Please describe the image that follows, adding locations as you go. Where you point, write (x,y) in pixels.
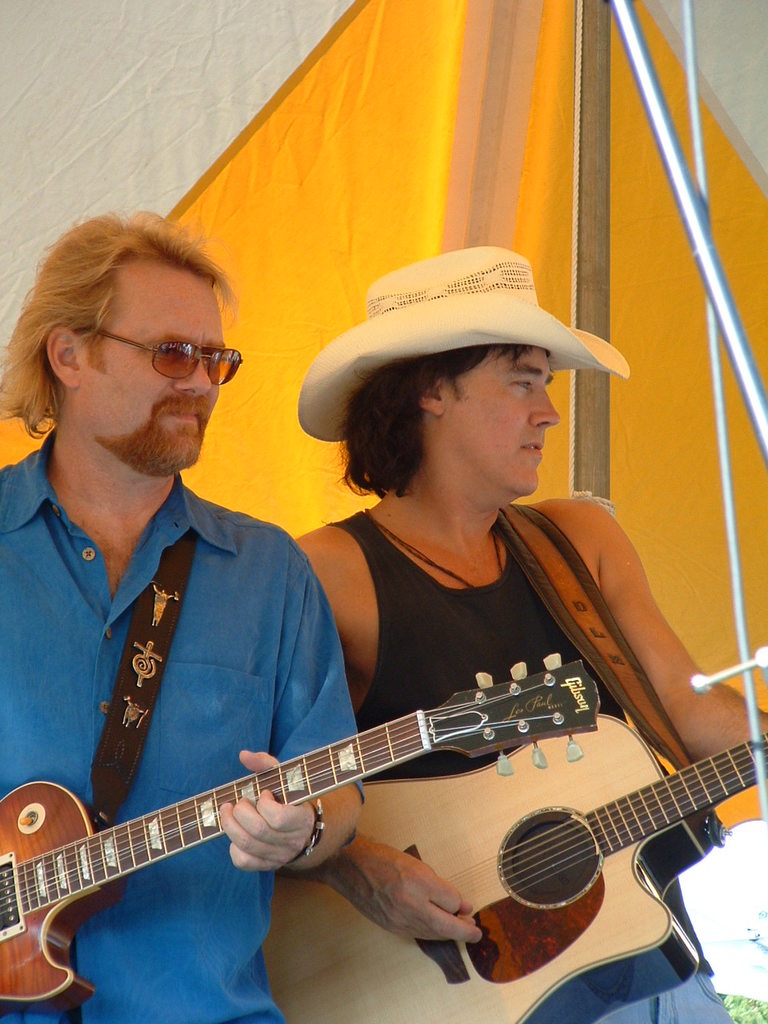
In this picture we can see two persons (440,436) they are in the tent (266,292), and they are playing guitar (603,867), the right side person (481,411) is wearing a cap (479,332).
